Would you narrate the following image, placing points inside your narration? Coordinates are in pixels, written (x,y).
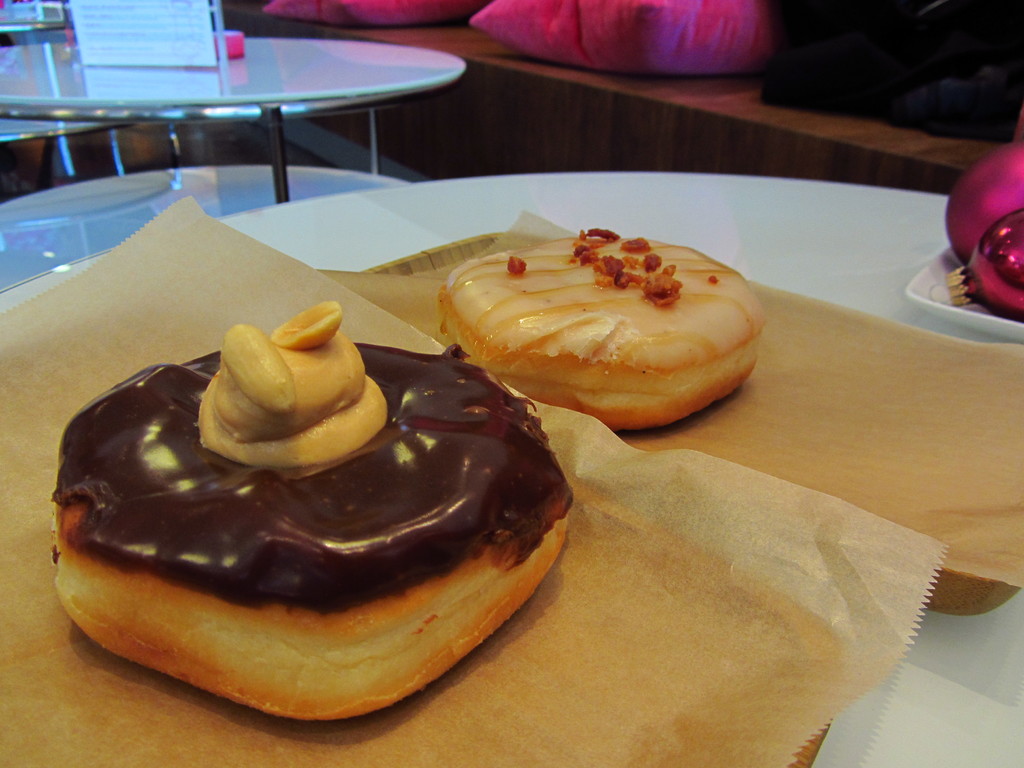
In this picture there is food (152,536) on the covers (1021,455) and there are objects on the plate (981,321) and there is a plate (939,297) and tray (435,250) on the table (556,187). At the back (86,4) there is a board (86,4) on the table (272,156) and there is a chair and there are pillows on the wooden object (487,147).
